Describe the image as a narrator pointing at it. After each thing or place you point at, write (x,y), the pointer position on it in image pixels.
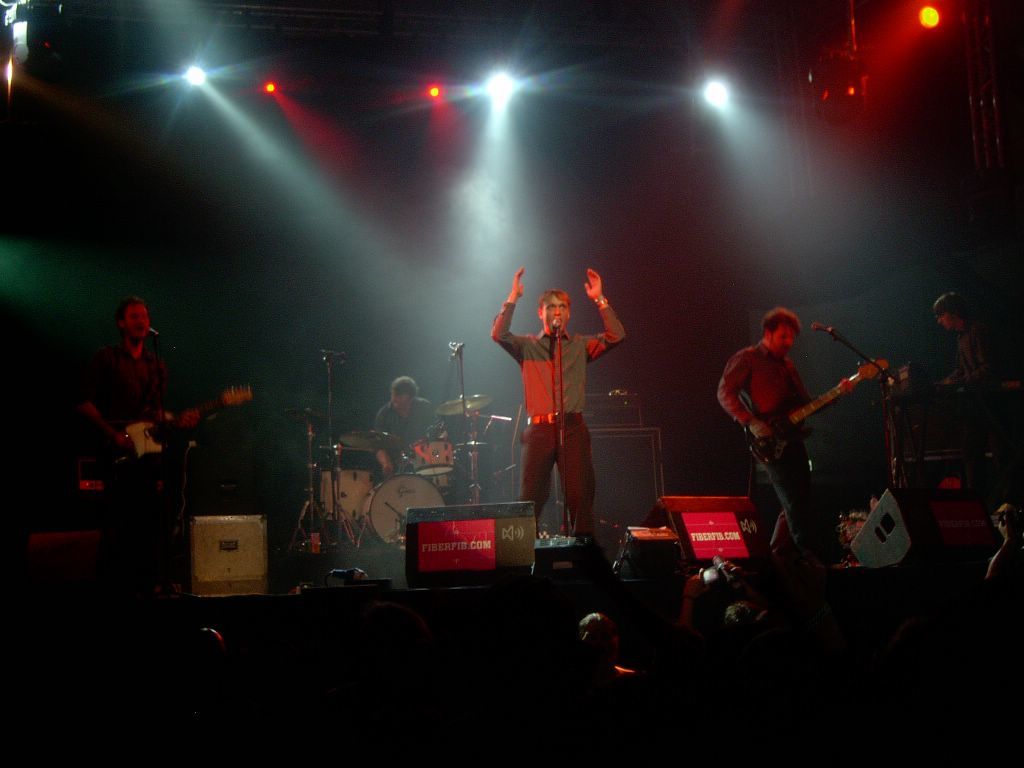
There are five people (544,467) performing on the stage (947,575), one person (153,373) at the left corner of the picture (132,453) is playing a guitar (134,428) and the person (531,495) in the middle of the picture (555,443) is singing a song and a person (404,424) behind the man (530,469) is playing drums (469,408), a person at the right corner of the picture (969,424) is playing keyboard (1008,392) and there are crowd (451,727) watching the people (799,470) who are performing on the stage (186,534), there are microphones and the lights (223,110) upon them.
